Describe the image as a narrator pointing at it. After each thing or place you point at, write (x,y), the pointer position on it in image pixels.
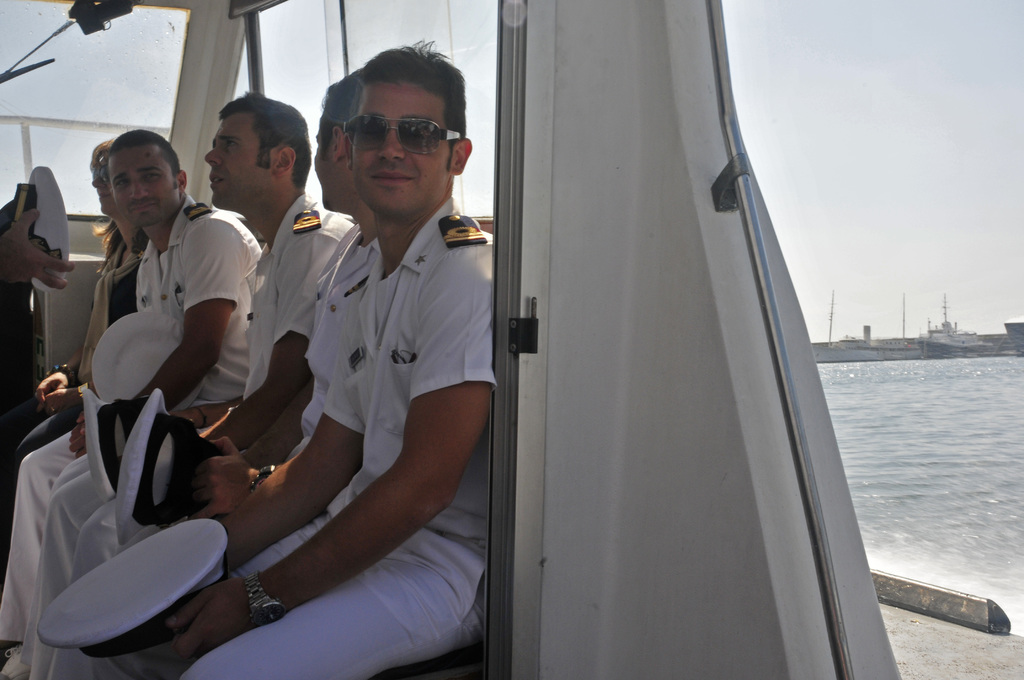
To the left corner of the image (179,281) there are few men (188,289) with white uniform (176,298) and holding the white caps (130,360) in their hands (60,278). Those people (392,479) are sitting. Behind them there are glass windows (56,79). And to the right corner of the image (874,399) there is water (938,415). And in the background (852,351) there are ships (867,354) and to the right top corner of the image (805,98) there is a sky (860,188).
